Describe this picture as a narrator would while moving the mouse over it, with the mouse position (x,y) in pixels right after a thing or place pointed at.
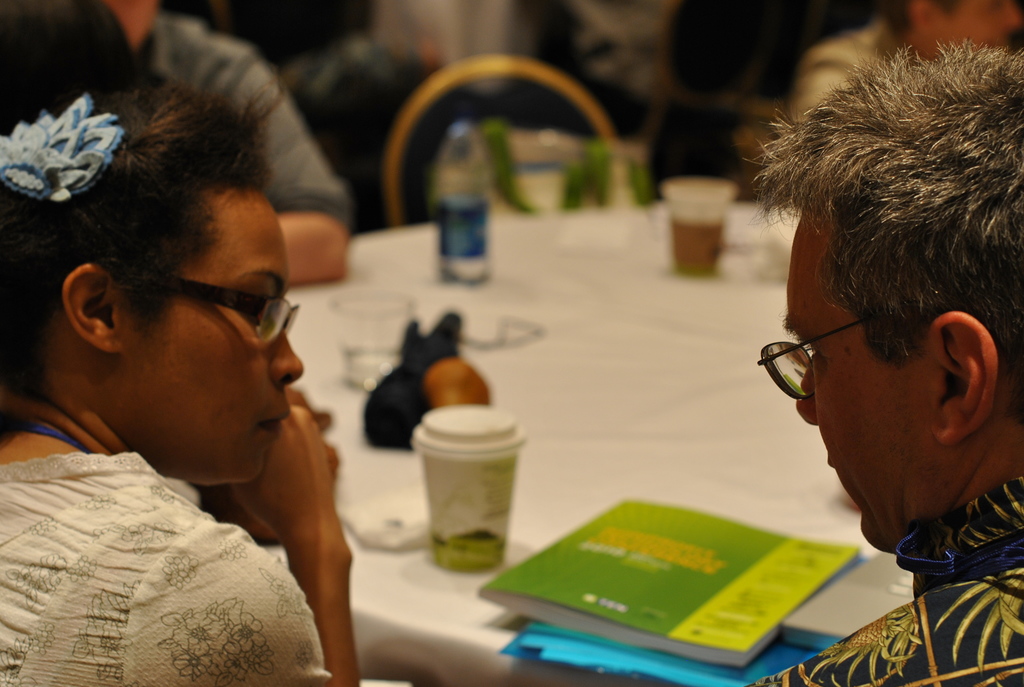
This image is taken indoors. At the bottom of the image (452,621) there is a table (476,627) with a tablecloth (577,401) and a few things (681,270) on it. On the left side of the image (149,274) a woman (169,310) and a man (150,56) are sitting on the chairs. On the right side of the image (821,280) a man (841,123) is sitting on the chair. In the background (415,169) there is an empty chair (444,117) and there is a person (881,37).
